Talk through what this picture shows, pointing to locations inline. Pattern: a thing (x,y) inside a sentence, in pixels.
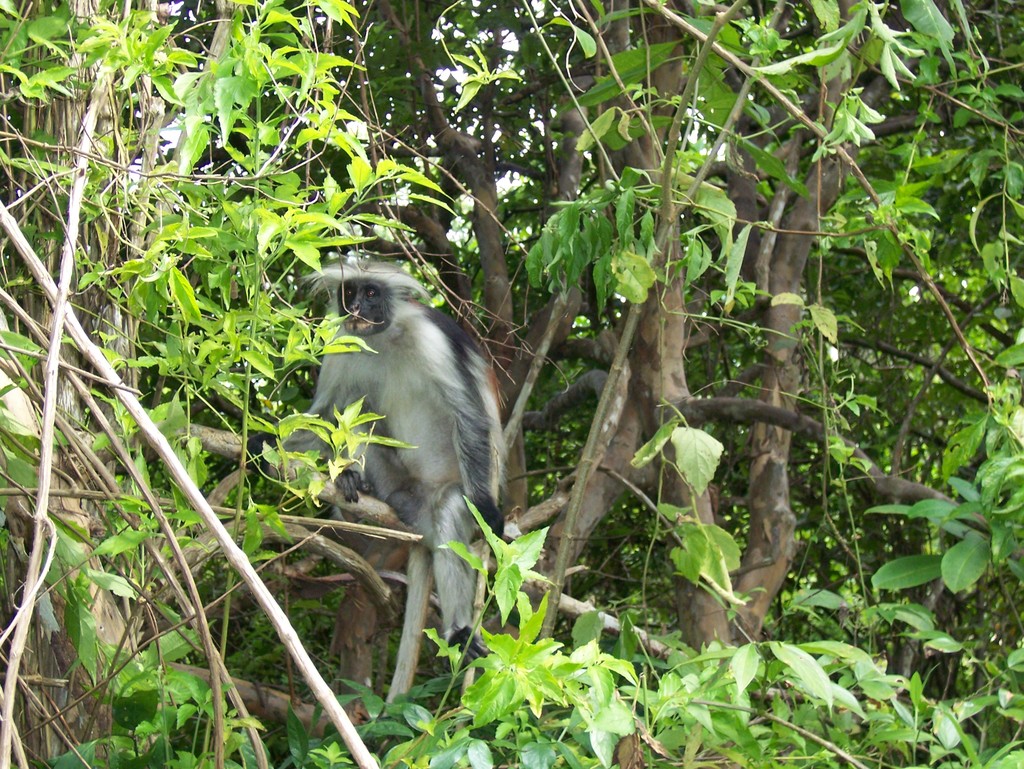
There is one monkey (420,411) sitting on a tree (568,561) in the middle of this image (550,405), and we can see leaves (626,253) and stems (250,584) in the background (639,334).
